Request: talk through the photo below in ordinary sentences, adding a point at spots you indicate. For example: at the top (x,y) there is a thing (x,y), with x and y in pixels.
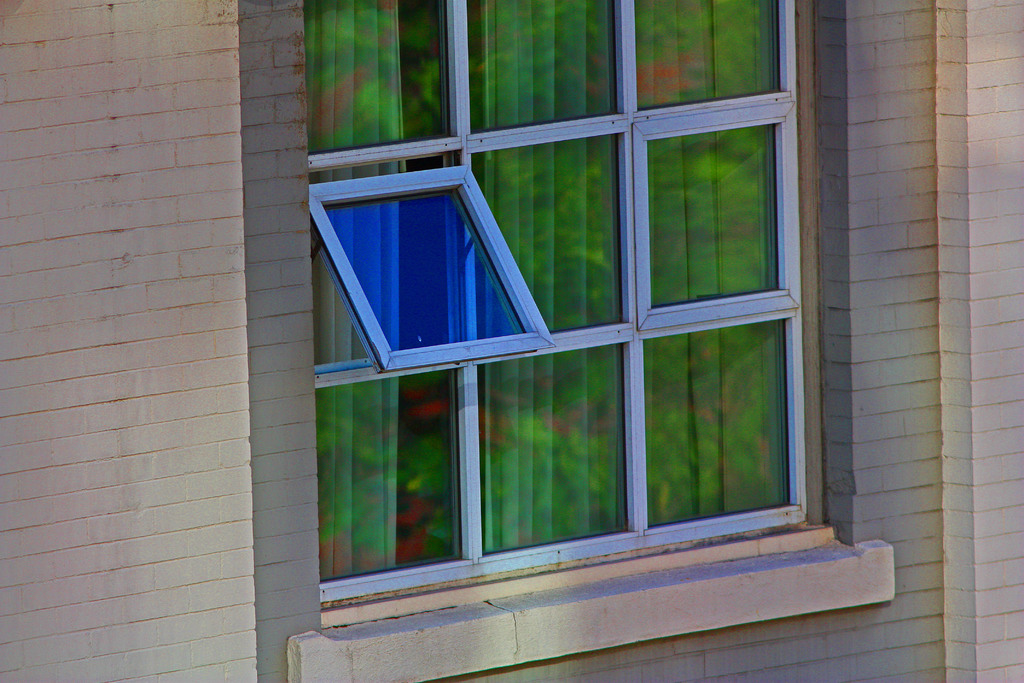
In this image we can see a wall (893,253) and glass window (639,266) with a curtain (555,90).
